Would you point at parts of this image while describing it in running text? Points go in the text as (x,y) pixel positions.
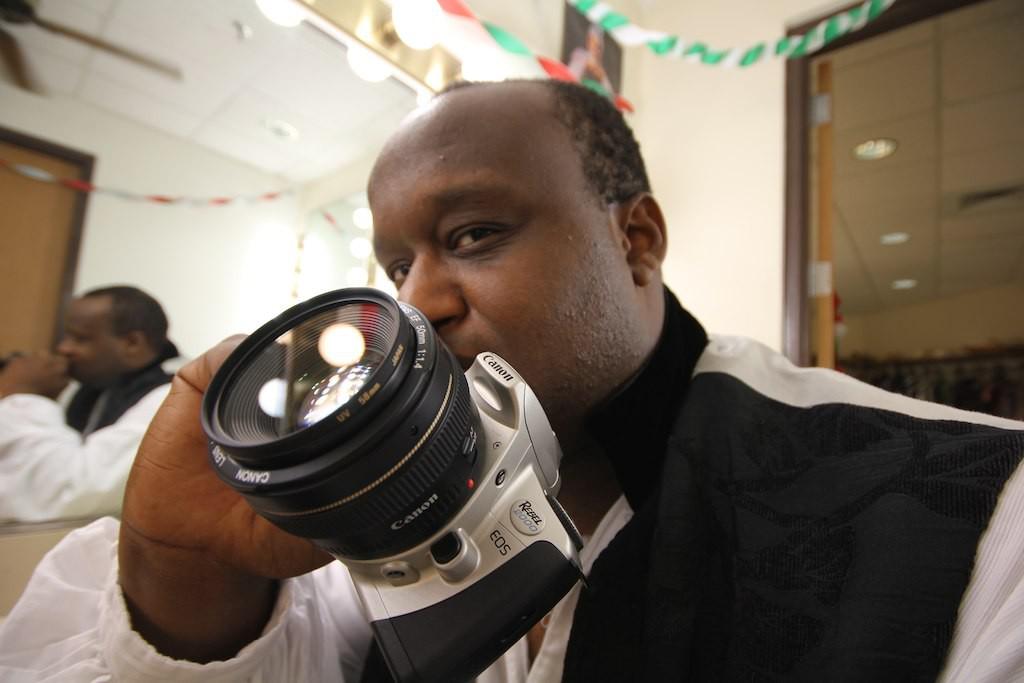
In the image we can see there is a person (632,536) who is holding a camera (412,538) in his hand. In the back (712,150) the wall (712,140) is in cream colour and beside the person (814,618) there is his reflection (147,377) in a mirror (111,434).
